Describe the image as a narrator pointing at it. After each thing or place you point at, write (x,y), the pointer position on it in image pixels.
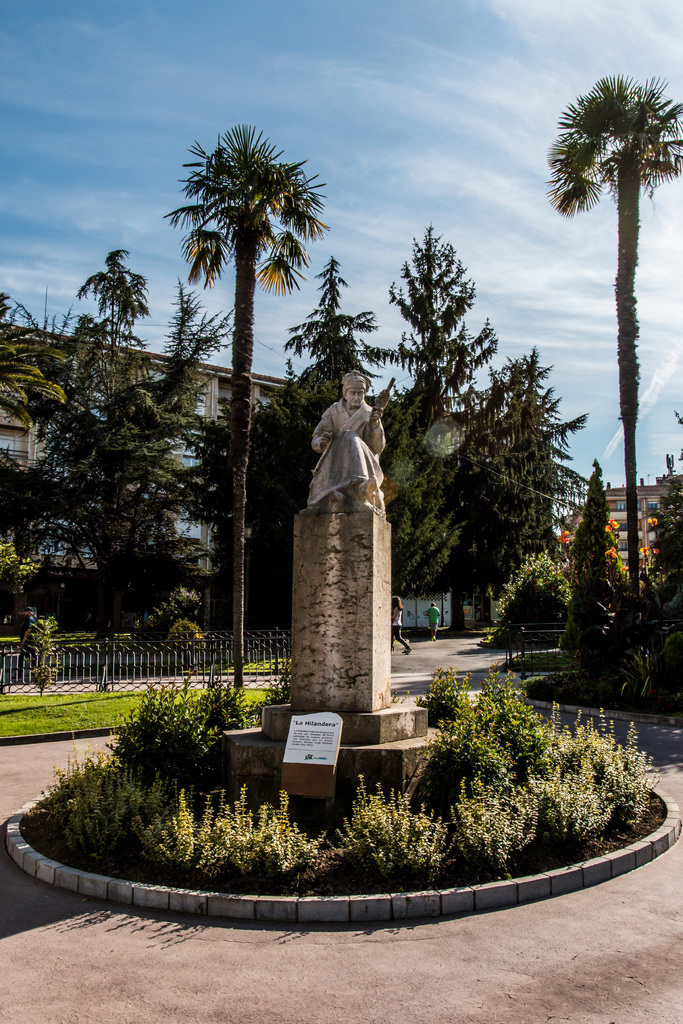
In the center of the image (381,536) there is a statue (315,675). There is a board (319,759) with some text (310,745) on it. There are plants (163,782). In the background of the image (201,675) there is a metal fence (161,658). There are people (400,632) running on the road (435,641). There are buildings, trees (546,489) and sky (309,87).
